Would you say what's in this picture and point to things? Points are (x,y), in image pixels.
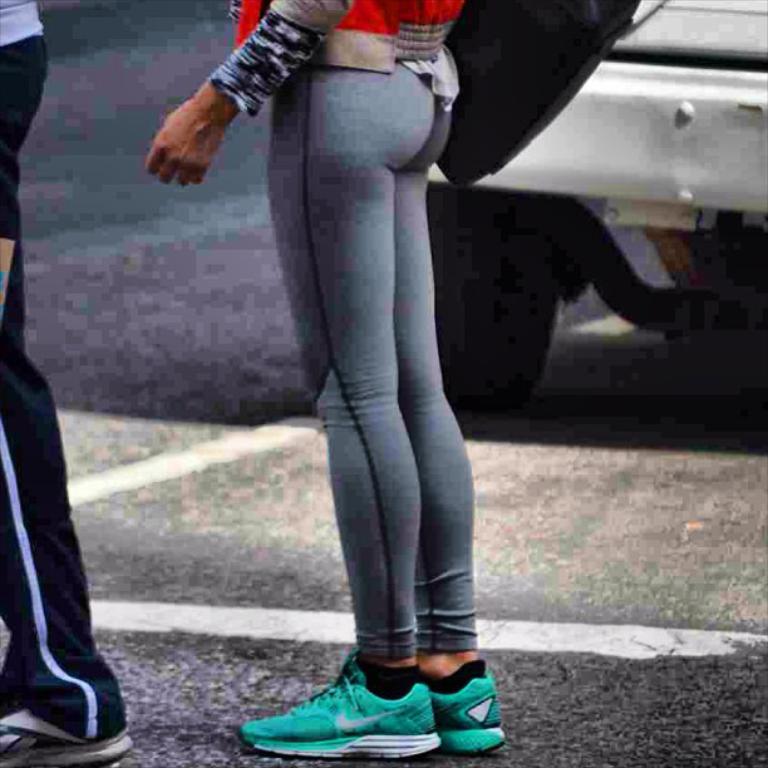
In this image there is road (181,439), there are persons (389,370) truncated, there is a person (49,703) truncated towards the left of the image (46,451), there is a vehicle (572,282) on the road (599,495), there is a vehicle (689,68) truncated towards the right of the image (697,29), there is an object (549,105) truncated towards the top of the image (508,68).
